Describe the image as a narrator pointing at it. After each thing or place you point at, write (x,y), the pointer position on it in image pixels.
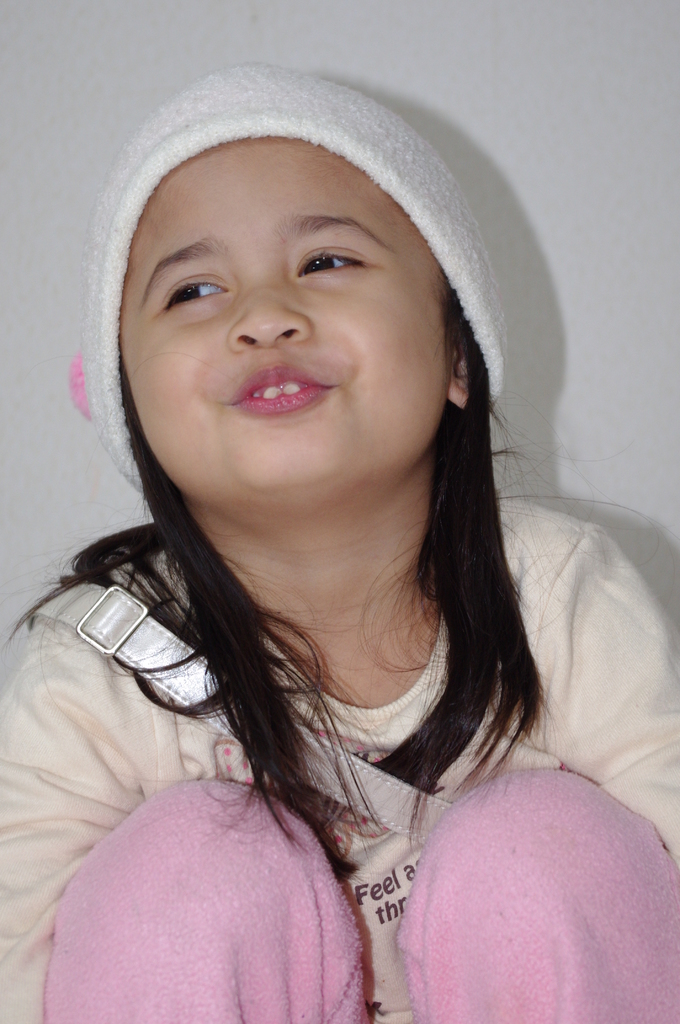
In this image we can see a girl (329,326) with a white cap (393,194), wearing a bag (50,603). In the background (503,254) we can see the plain wall (540,229).
